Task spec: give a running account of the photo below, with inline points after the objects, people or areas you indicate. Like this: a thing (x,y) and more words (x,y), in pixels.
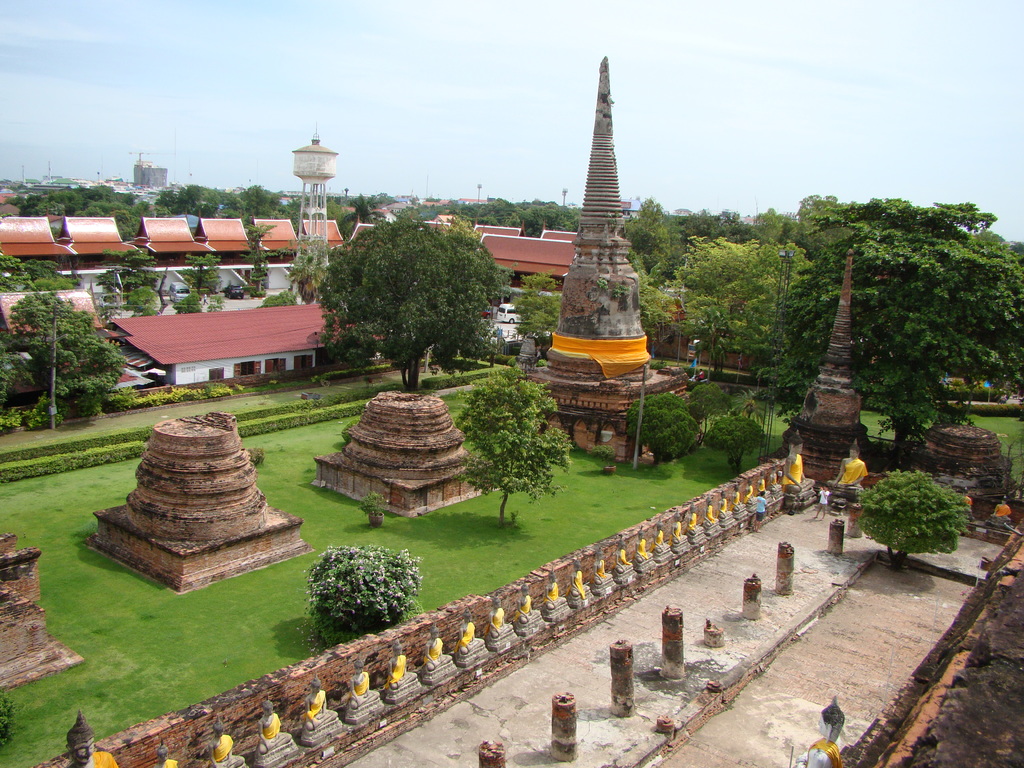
In this picture we can see statues (807,489), poles (673,617), grass (505,525), trees (19,282), houses (224,348), towers (600,247), water tank (326,189), vehicle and some people (821,502) on a path (821,593) and in the background (284,160) we can see the sky (395,110).
